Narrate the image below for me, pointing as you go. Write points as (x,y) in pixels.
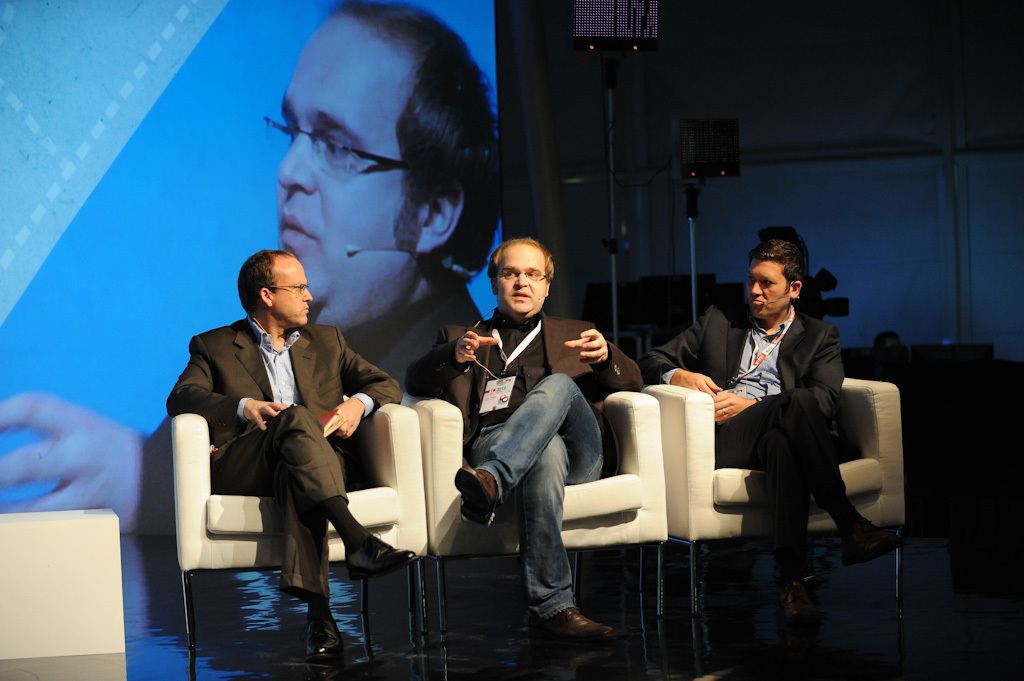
In this image we can see three people (334,438) are sitting on white color sofa (248,505). Two people (325,479) are wearing suit (809,404) and the middle person (550,400) is wearing coat (555,336) with jeans (523,432). Behind them one screen (272,157) is there. Right side of the image (694,194) we can see two poles (611,172).
